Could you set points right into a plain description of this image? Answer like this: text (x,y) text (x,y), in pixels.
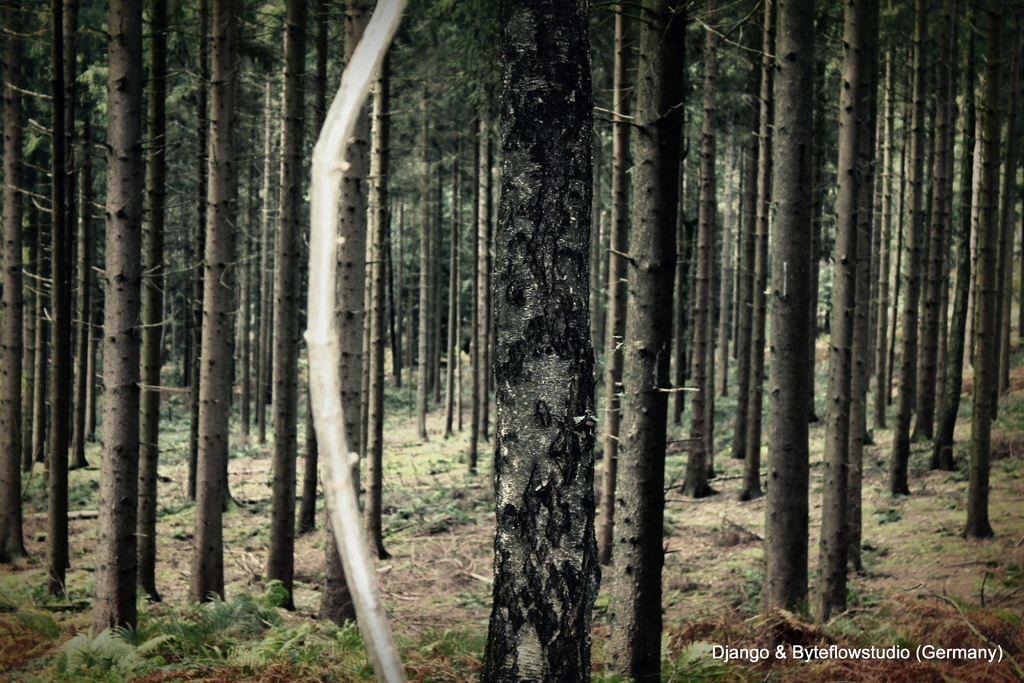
In this picture there are trees (354,311). At the bottom (256,679) there are plants (110,674) and there is mud (880,581). At the bottom right (767,656) there is a text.
